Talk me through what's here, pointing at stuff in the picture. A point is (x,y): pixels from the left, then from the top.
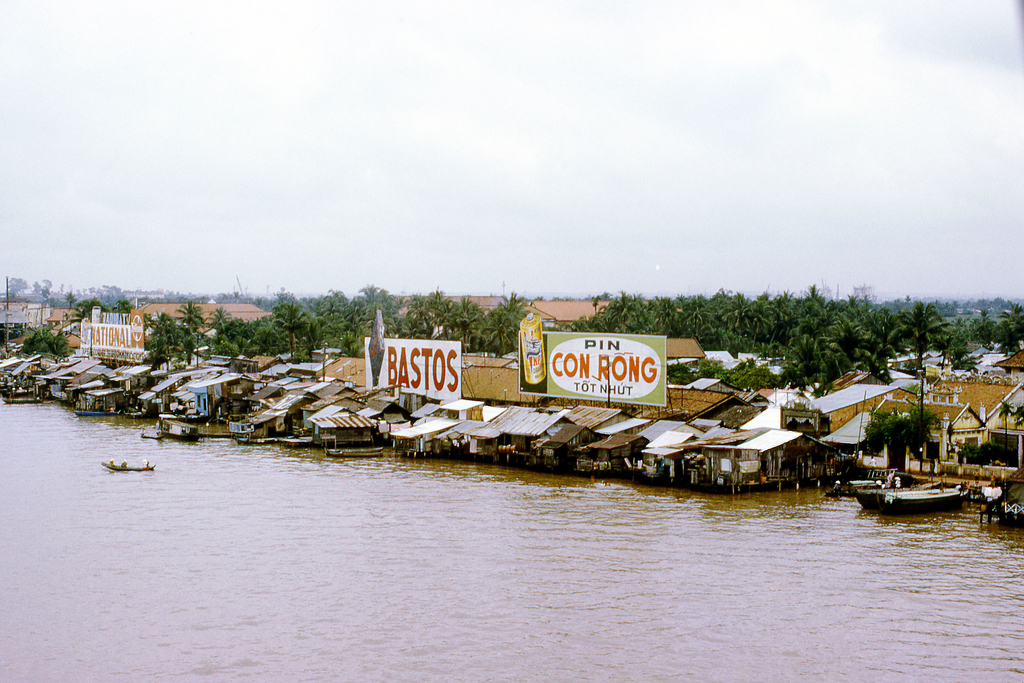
In this image we can see water (571,646), boats (894,493), houses (1001,386), trees (939,326), and boards (368,361). In the background (344,249) there is sky (696,147).
